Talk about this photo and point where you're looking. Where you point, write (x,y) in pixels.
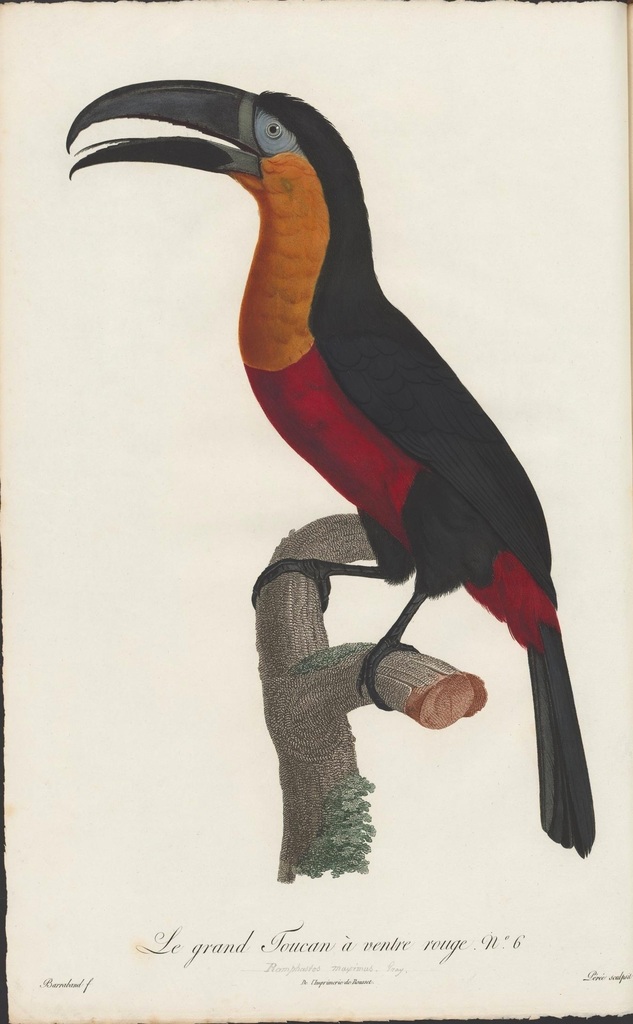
In this picture I can see a painting (259,426) of a bird (301,434) and tree stem (301,676).
